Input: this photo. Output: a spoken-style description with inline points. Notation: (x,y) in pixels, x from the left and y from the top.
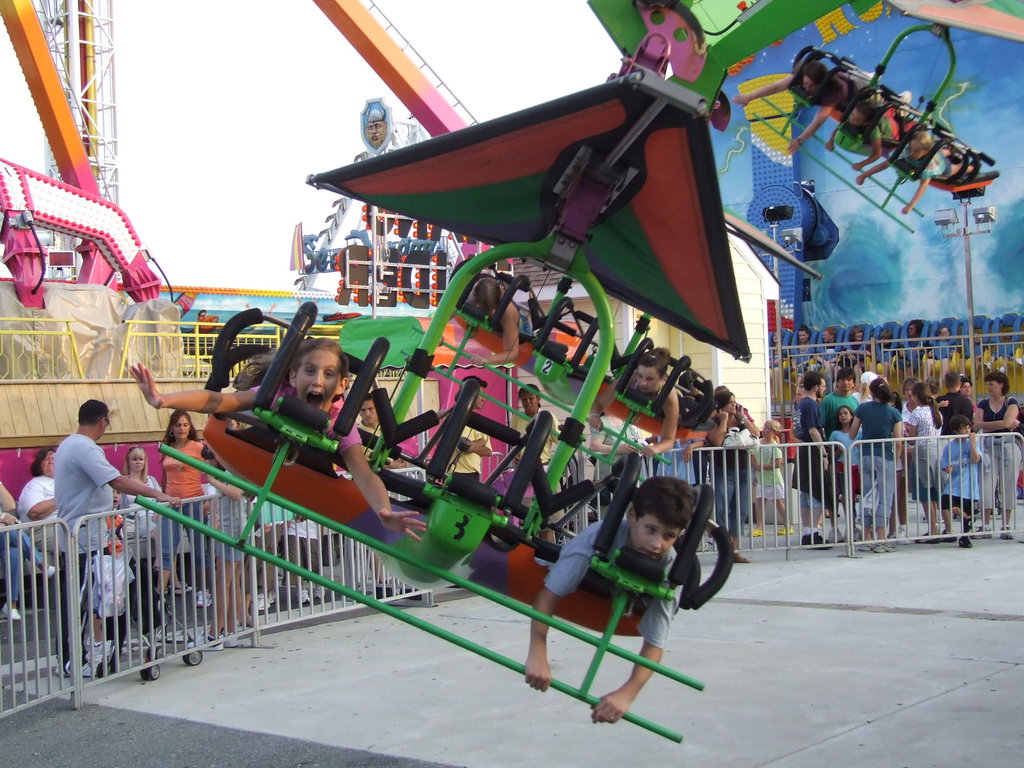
In this picture I can see some children's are playing, side few people (64,564) are standing near fencing (56,575) and watching.
